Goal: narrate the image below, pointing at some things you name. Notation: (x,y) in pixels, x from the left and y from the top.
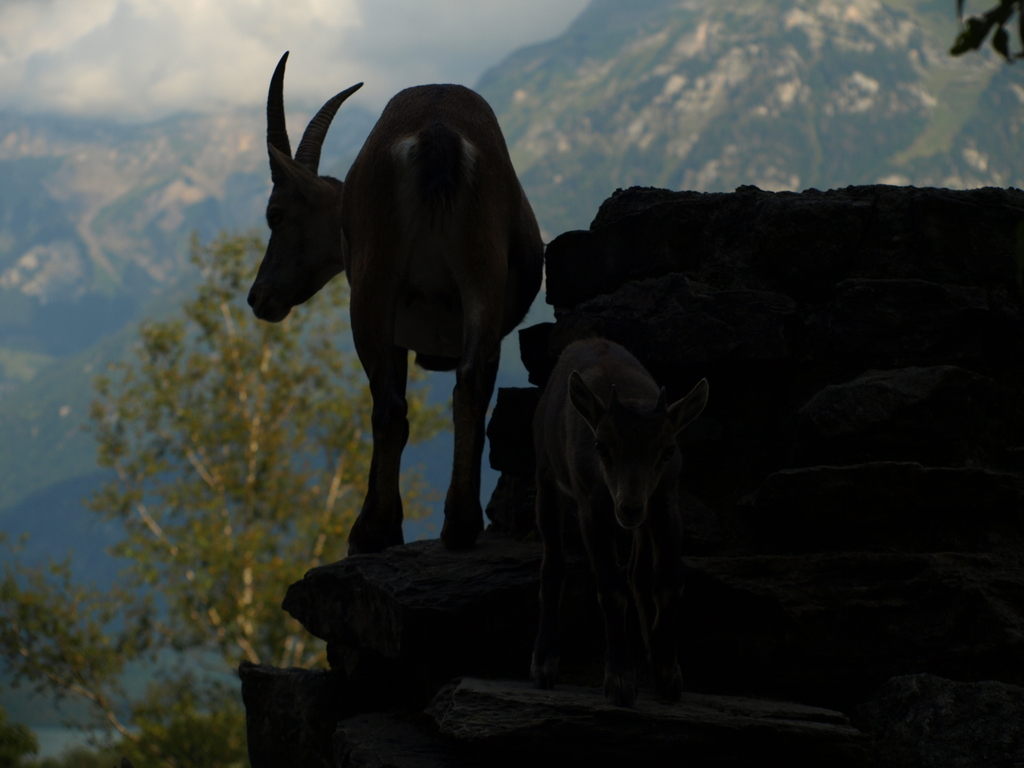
In this image in the center (461,388) there are two animals (389,236), and on the right side (755,457) it looks like a wall (695,259). In the background (845,69) there are mountains (835,19) and trees (176,541), at the top (177,49) there is sky (147,51) and clouds (133,54).
